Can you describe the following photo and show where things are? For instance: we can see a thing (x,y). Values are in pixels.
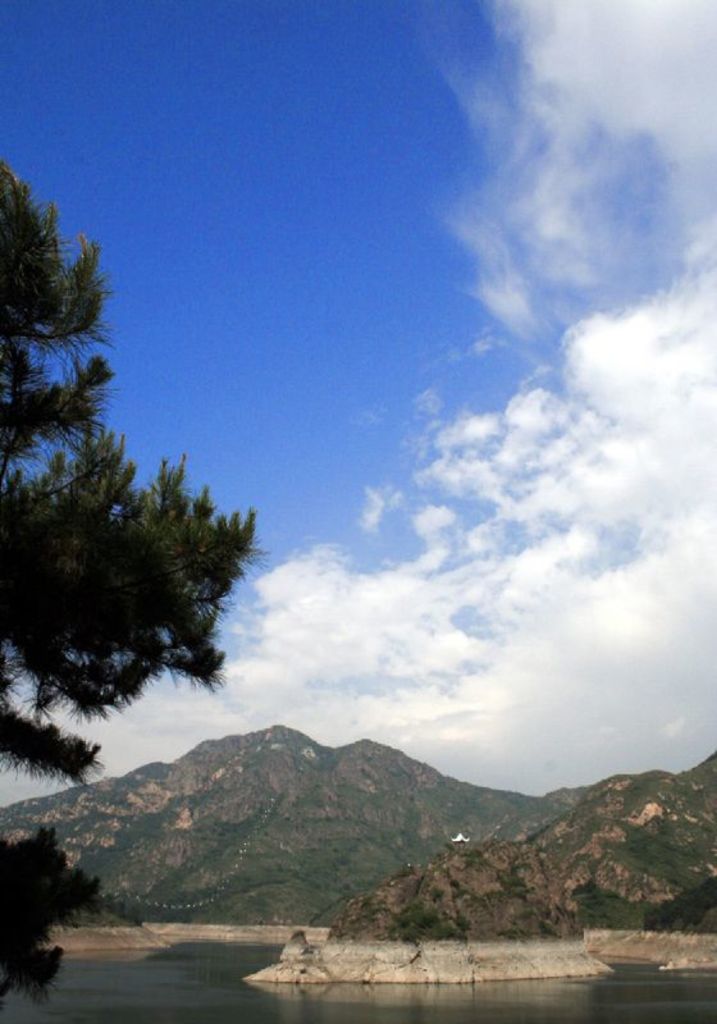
In this image in the front (405,1001) there is water (466,987). In the background (421,858) there are mountains (523,831) and the sky (612,494) is cloudy. On the left side (87,582) there is a tree (48,563).
